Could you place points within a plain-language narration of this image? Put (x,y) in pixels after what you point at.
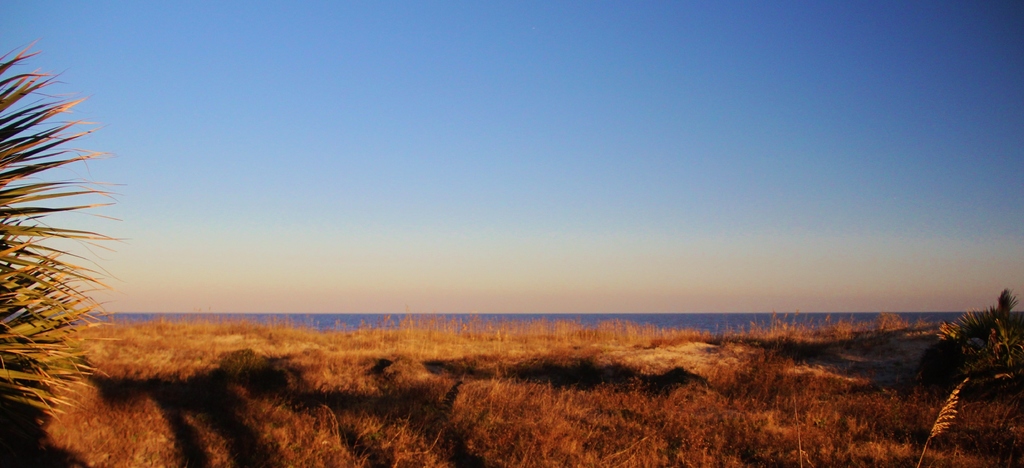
in this picture we can see grass (406,424) at the bottom (474,421), on the left side (79,366) and right side (999,377) there are plants (994,346), it looks like water (294,317) in the background (373,328), there is the sky (697,272) at the top of the picture (358,90).
